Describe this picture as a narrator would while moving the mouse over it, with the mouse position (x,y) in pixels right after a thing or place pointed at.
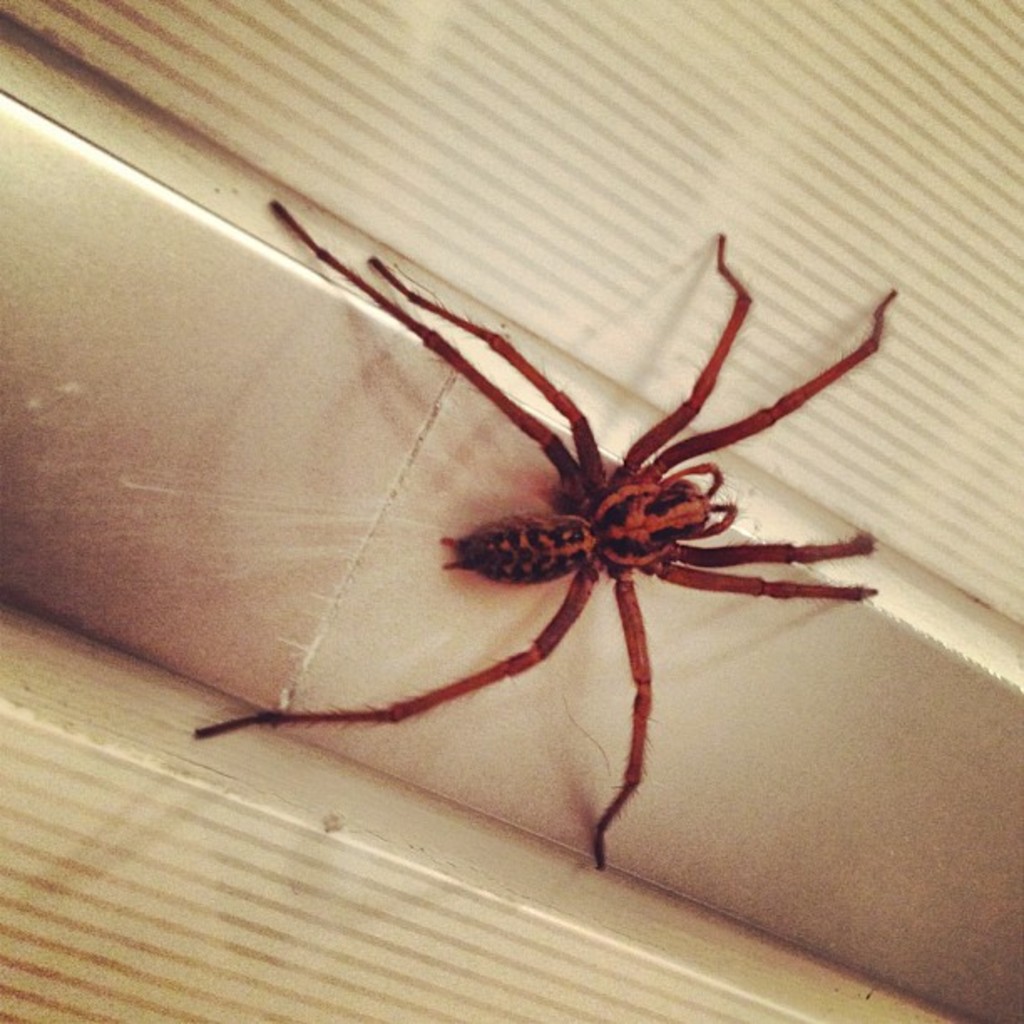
In this image we can see a spider (574,429) on a wall (758,706).
